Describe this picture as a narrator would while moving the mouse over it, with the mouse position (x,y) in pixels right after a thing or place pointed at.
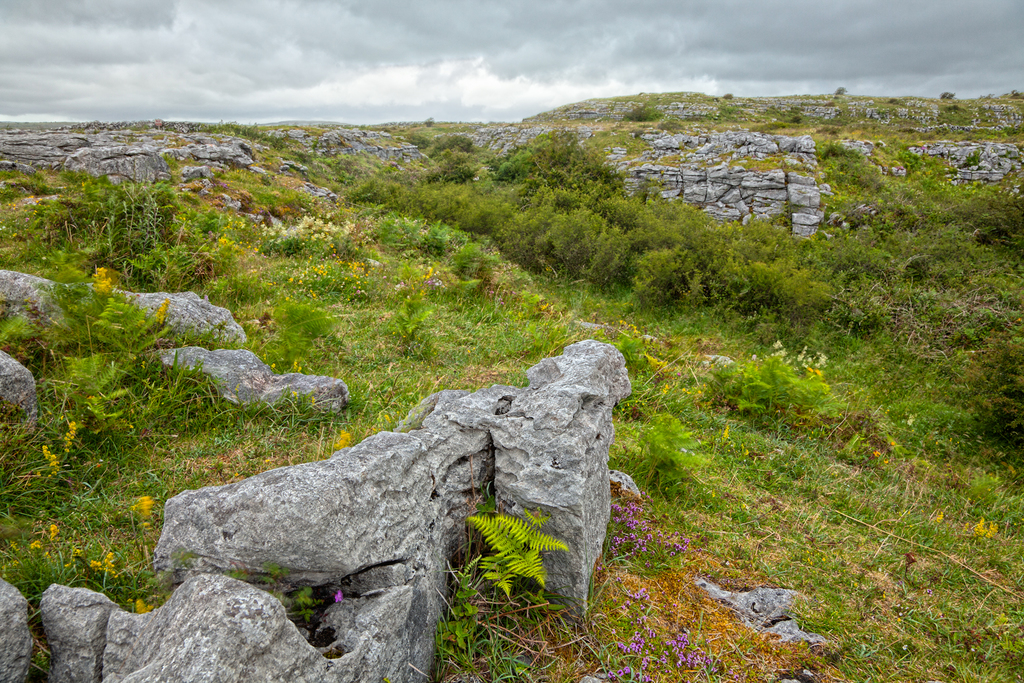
In this image there are rocks (739,176) and plants (687,300), in the background (117,82) there is the sky (152,73).
